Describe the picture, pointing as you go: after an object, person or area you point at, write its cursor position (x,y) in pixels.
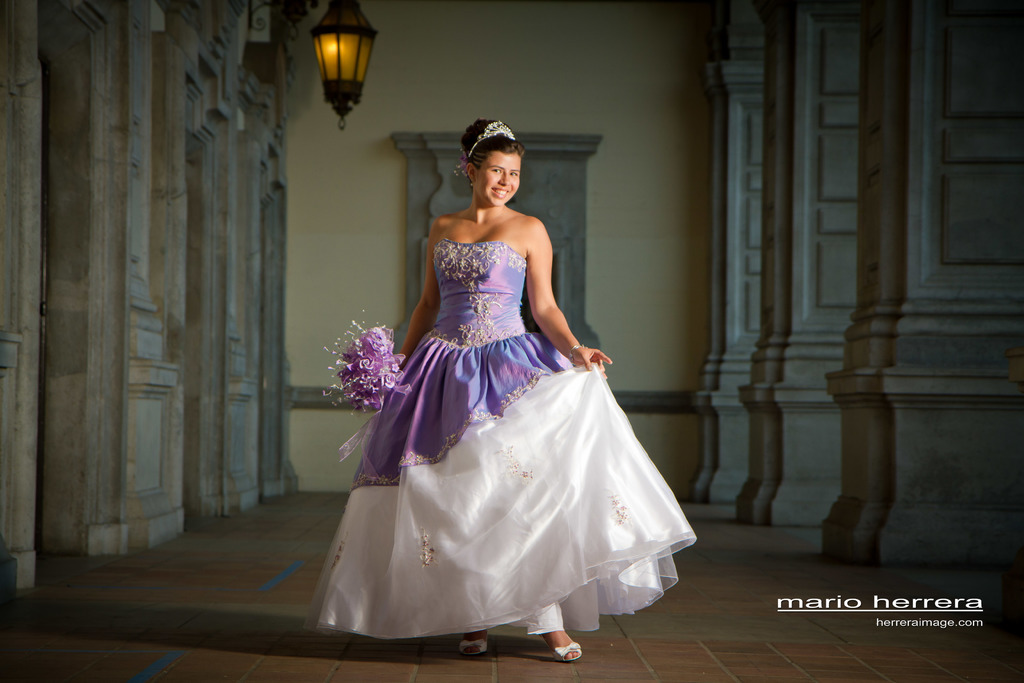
This picture is clicked inside the hall (547,151). In the center (521,410) there is a woman (483,207) wearing a dress (499,316), holding bouquet (398,380) and seems to be standing on the ground (618,625). In the background (683,96) we can see the wall (613,214), pillars (757,345) and a lamp (349,72) seems to be hanging. In the bottom right corner (873,610) we can see the text (897,608) on the image.
